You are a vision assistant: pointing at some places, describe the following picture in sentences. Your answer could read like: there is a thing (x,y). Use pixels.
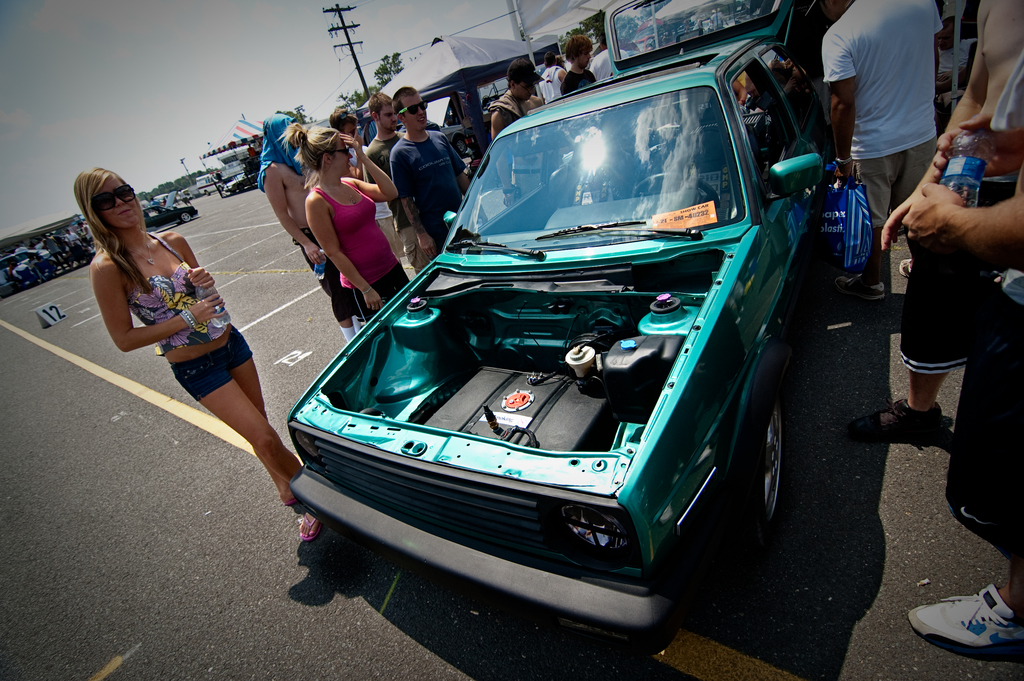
In this image there are vehicles (684,184). Beside the vehicles (621,206) there are people (330,160) standing on the road (207,541). In the background of the image (327,102) there are trees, tents (457,61), streetlights (181,161) and sky (156,45).
